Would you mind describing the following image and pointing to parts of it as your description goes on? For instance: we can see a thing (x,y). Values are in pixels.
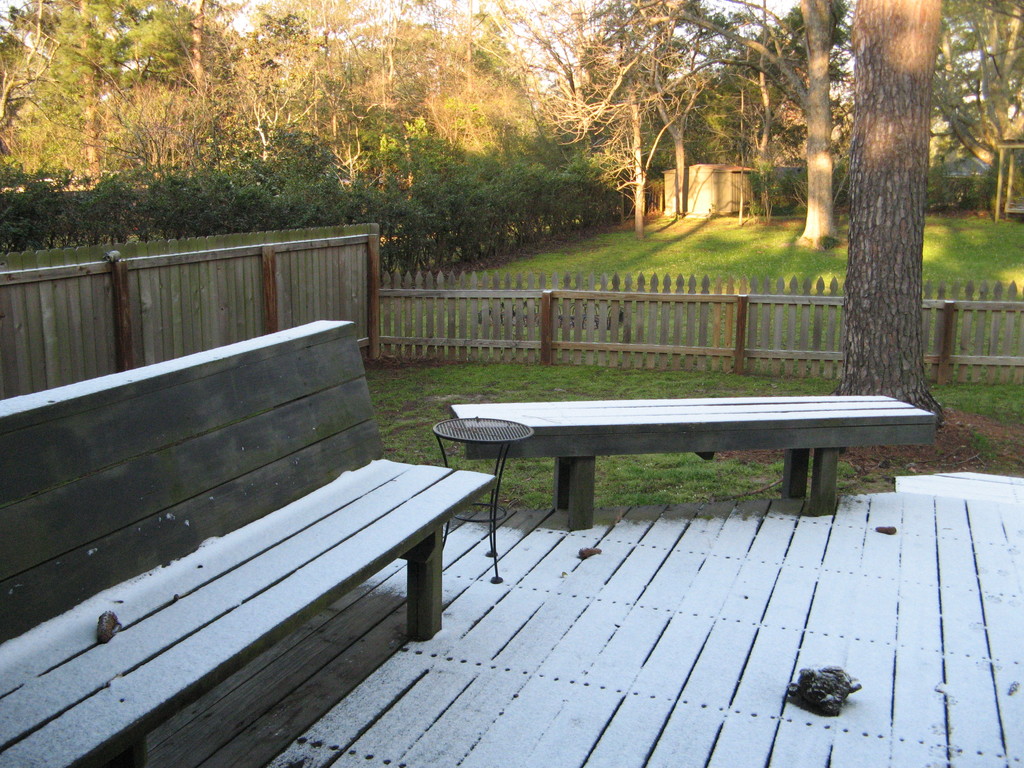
In this image I can see two benches (512,456). In the background (803,187) I can see few trees (368,157) in green color and the sky (530,39) is in white color.
